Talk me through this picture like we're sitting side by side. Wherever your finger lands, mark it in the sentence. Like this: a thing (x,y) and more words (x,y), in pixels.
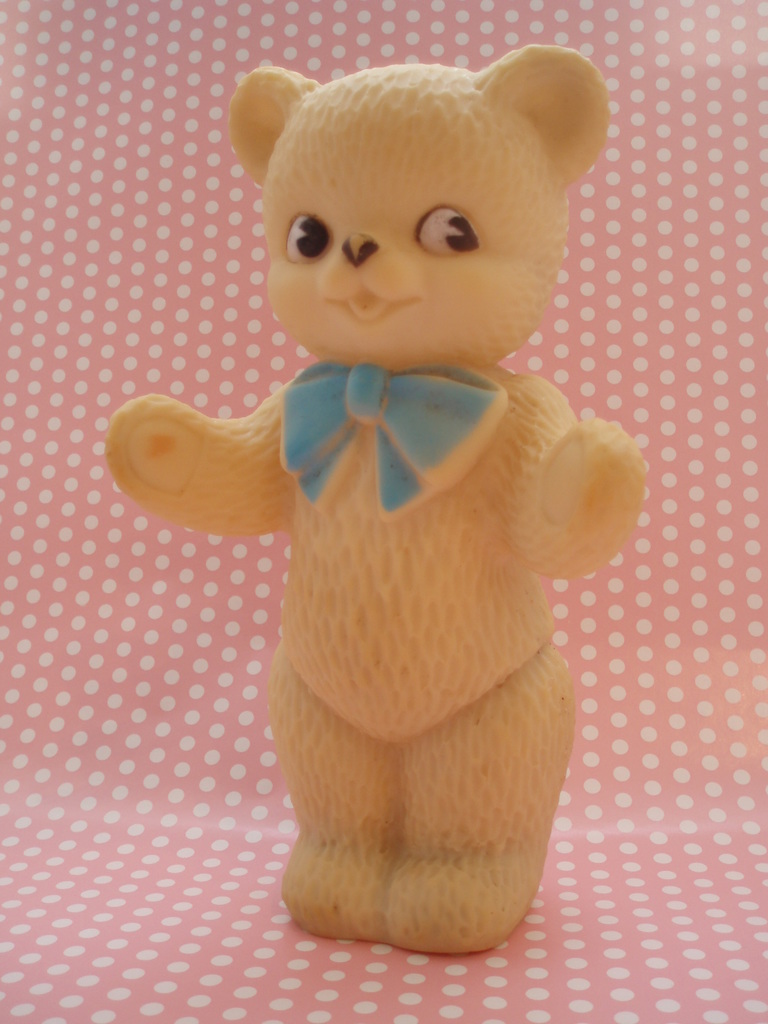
In this image we can see a toy (391,740) which is placed on the surface (299,938).
